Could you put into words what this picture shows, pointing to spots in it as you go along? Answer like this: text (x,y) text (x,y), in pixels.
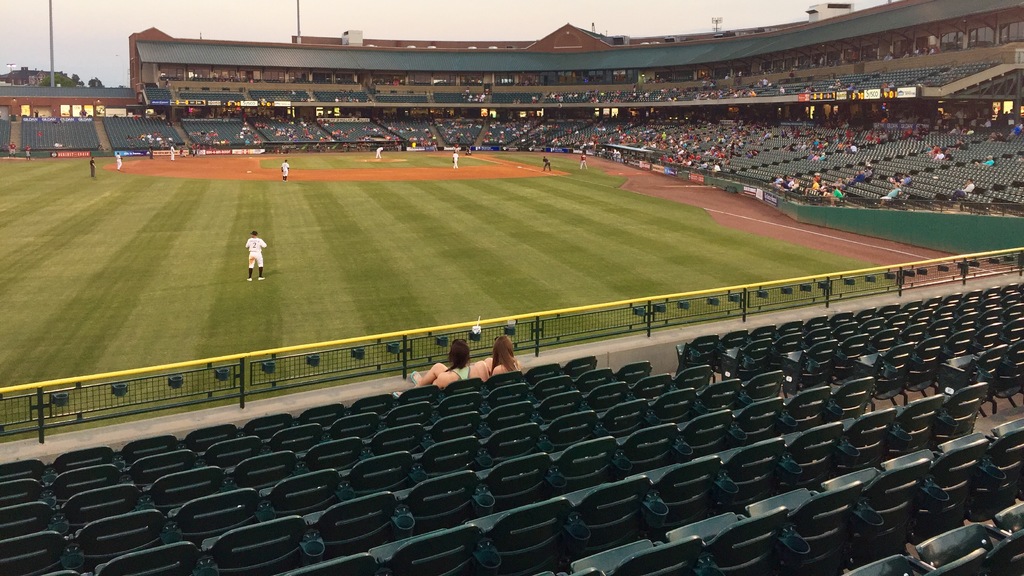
In this image we can see these persons (484,371) are sitting on the chairs (530,374) in the stadium (441,130) and these people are standing on the ground (401,189). In the background (311,25), we can see light poles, trees (92,80) and the sky (119,50).
